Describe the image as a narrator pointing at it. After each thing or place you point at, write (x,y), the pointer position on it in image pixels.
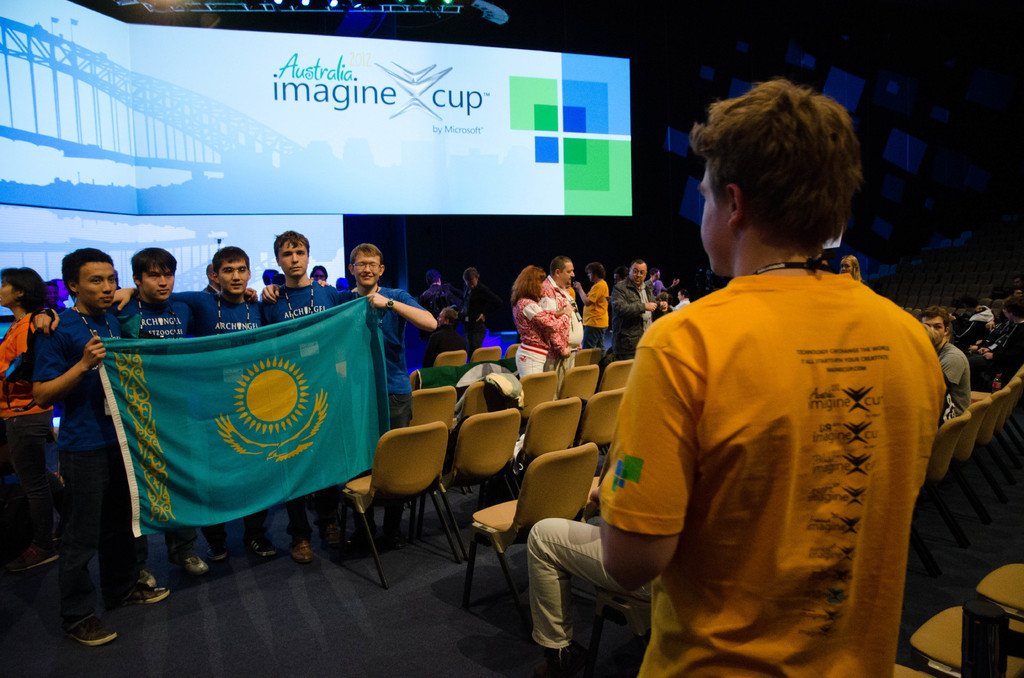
In this image i can see a man (722,341) standing at the back ground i can see few other persons (388,291) standing holding a banner (259,399) at right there are few chairs (465,426), at the back ground (410,129) i can see a screen (424,131).
